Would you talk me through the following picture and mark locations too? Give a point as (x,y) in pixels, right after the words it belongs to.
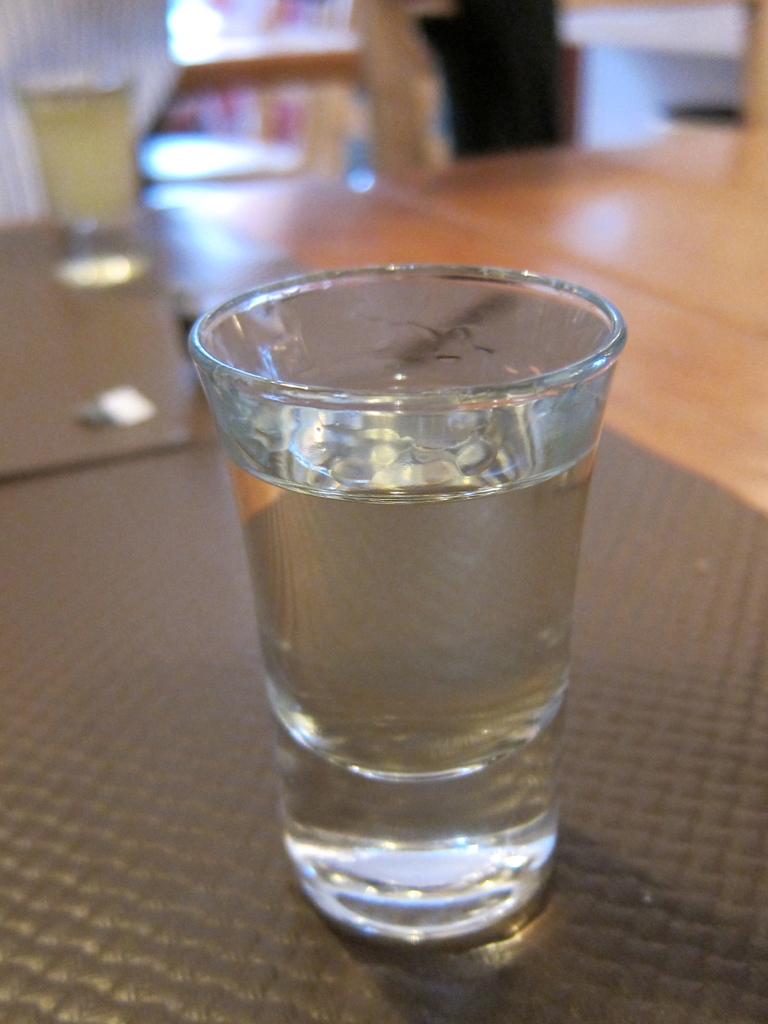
Here in this picture we can see a glass of water (338,410) present on a table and beside that also we can see other glass (79,177) in blurry manner.
